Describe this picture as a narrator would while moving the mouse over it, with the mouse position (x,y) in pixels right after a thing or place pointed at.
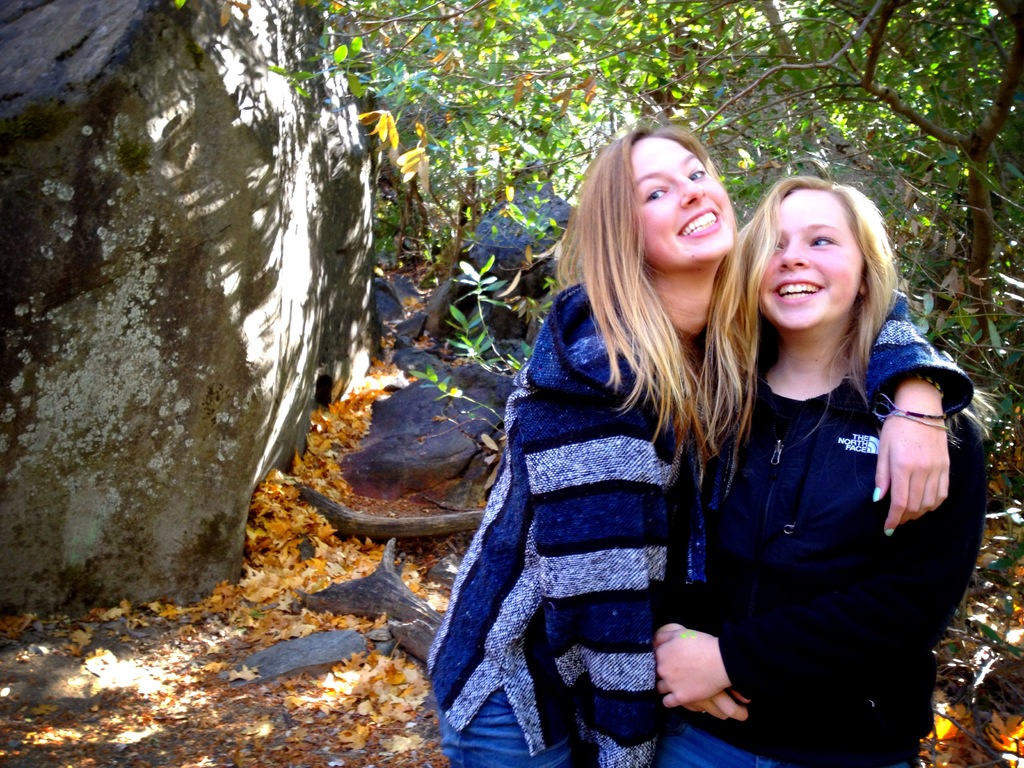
In front of the picture, we see two women (730,495) are standing. Both of them are smiling. I think they are posing for the photo. At the bottom of the picture (386,690), we see dried leaves (359,685). Behind them, there are trees (510,35). On the left side (159,487), we see a rock (193,365).
